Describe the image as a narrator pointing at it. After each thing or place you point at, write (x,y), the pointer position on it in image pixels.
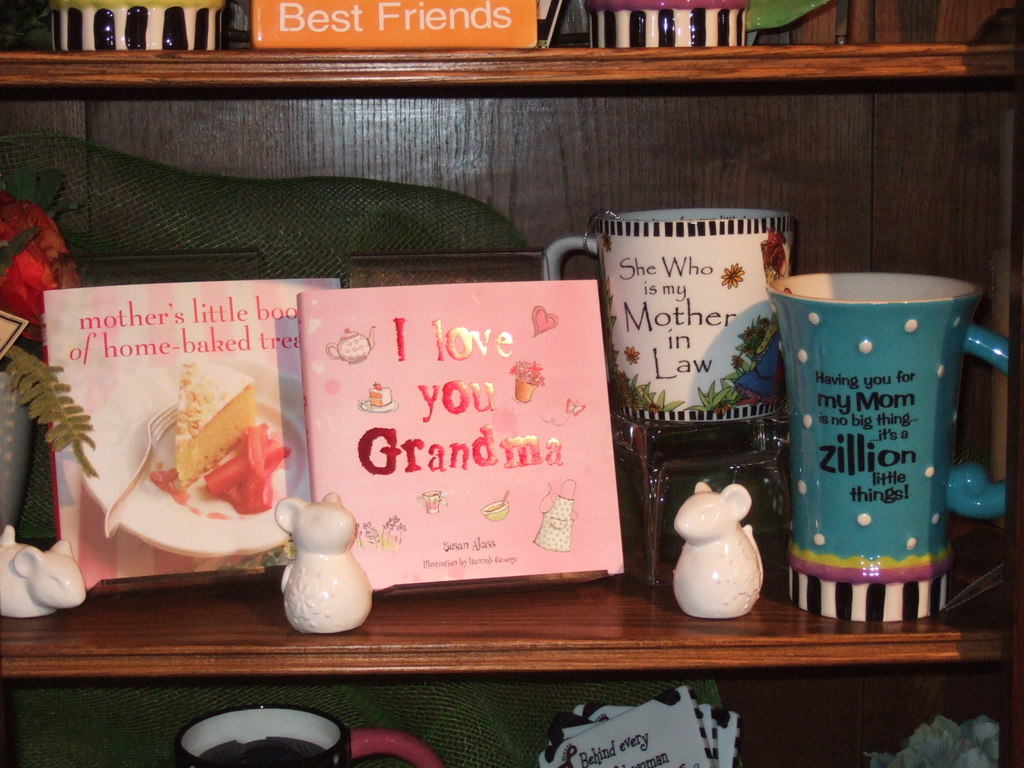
In this image we can see many decors (711,400) arranged in the shelves (421,618) of a cupboard (434,621).
